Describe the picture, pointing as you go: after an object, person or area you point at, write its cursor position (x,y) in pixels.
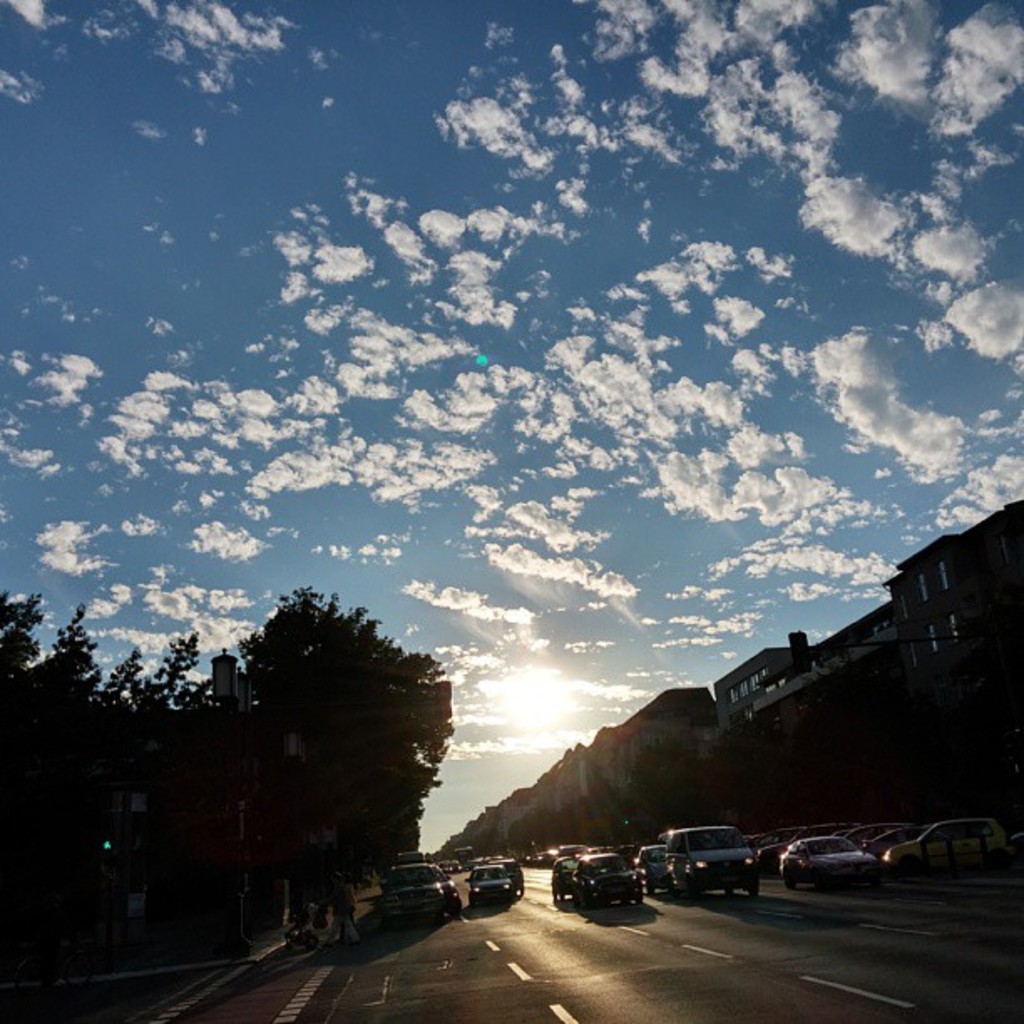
In this image we can see a few vehicles (596,861) on the road (537,867), there are some buildings (928,554), trees (249,778), lights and poles (246,725), in the background (521,582), we can see the sky (497,417) with clouds (497,383).
